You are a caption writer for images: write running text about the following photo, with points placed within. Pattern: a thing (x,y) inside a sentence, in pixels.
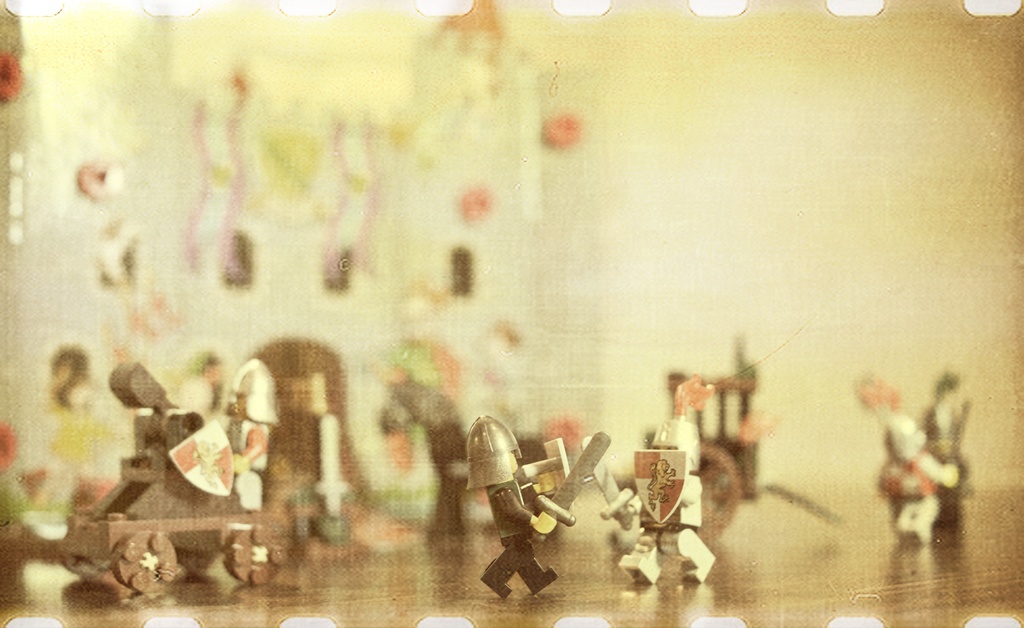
Here in this picture we can see miniature toys (144,500) present on the table (508,595) over there.
